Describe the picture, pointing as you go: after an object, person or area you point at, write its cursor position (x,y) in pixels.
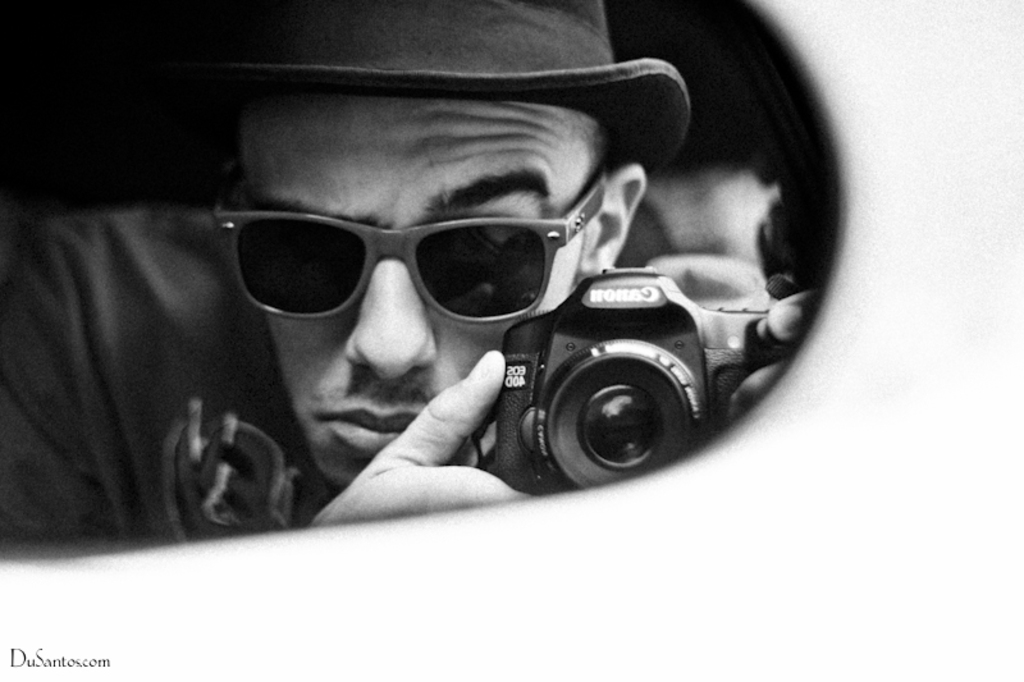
In this image I can see a man (324,194) holding a camera (603,334) where canon is written on it. I can also see he is wearing a shade (489,301) and a cap (225,44).
